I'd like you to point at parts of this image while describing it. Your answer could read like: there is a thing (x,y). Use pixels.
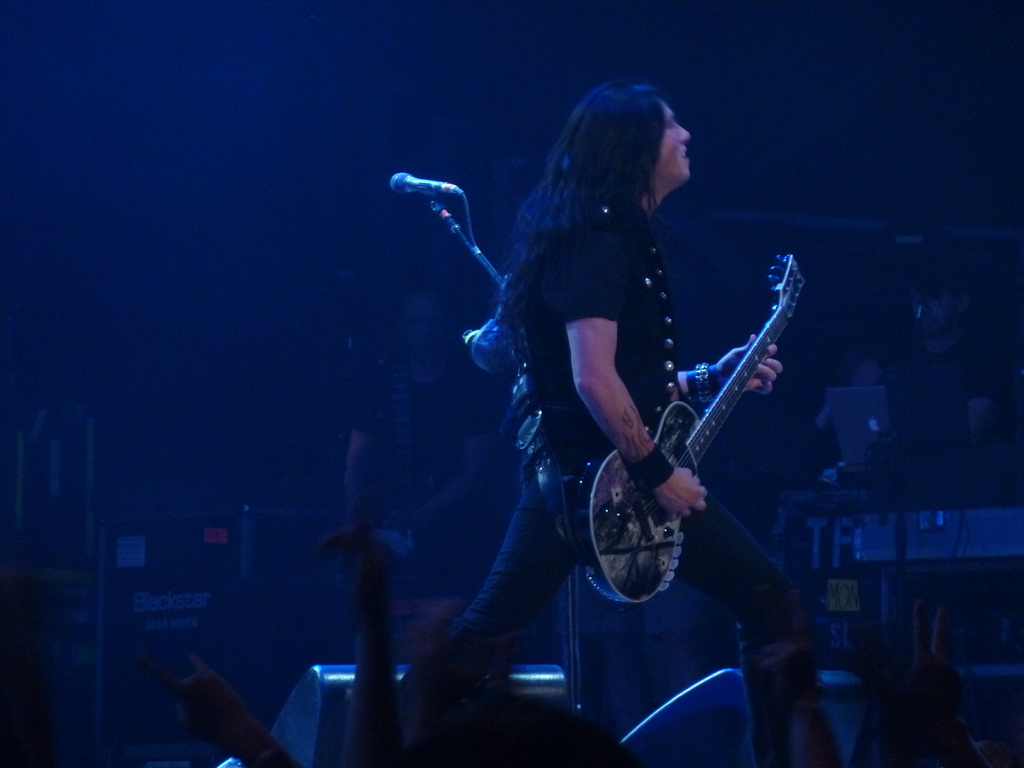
In this image in the middle (602,352), there is a man (662,371), he wears a t shirt (642,362), trouser (683,580), he is playing a guitar (655,529). In the middle (462,403) there are some people (439,412), mic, speakers (162,579), musical instruments (583,522).
